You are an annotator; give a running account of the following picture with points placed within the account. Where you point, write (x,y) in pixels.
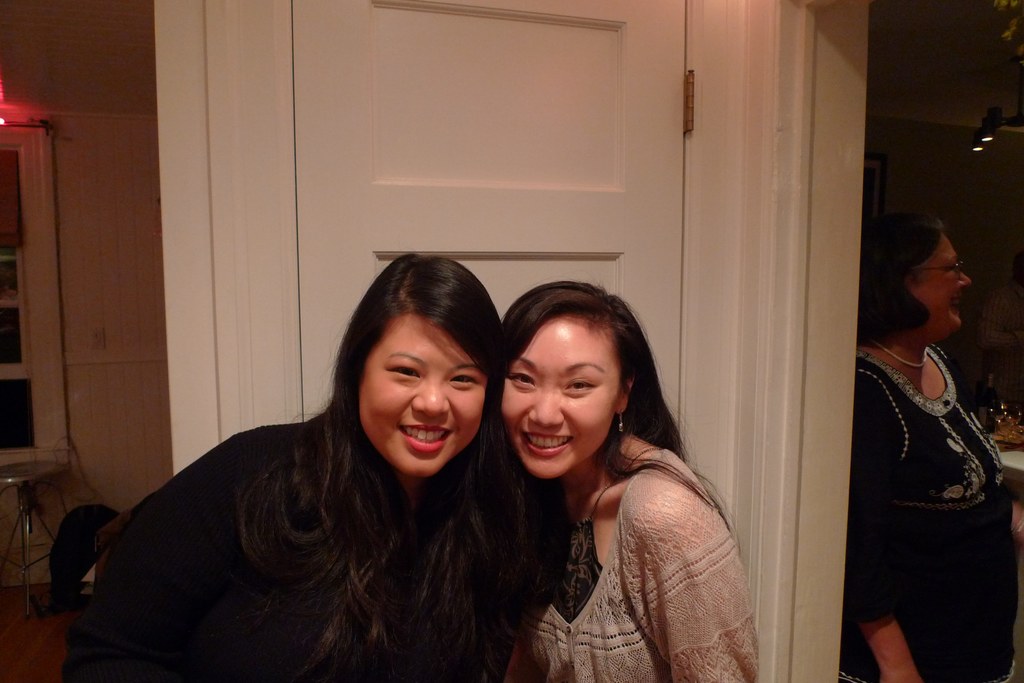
In this image there are group of persons (620,430) standing and smiling. In the background (353,228) there is a door (436,147) which is white in colour. On the left side (25,293) there is a window (16,329) and in front of the window (22,425) there is a stool (15,484). On the top of the right side (980,130) there are lights (986,142). On the left side (2,104) on the top of the window (9,275) there is a light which is red in colour.
